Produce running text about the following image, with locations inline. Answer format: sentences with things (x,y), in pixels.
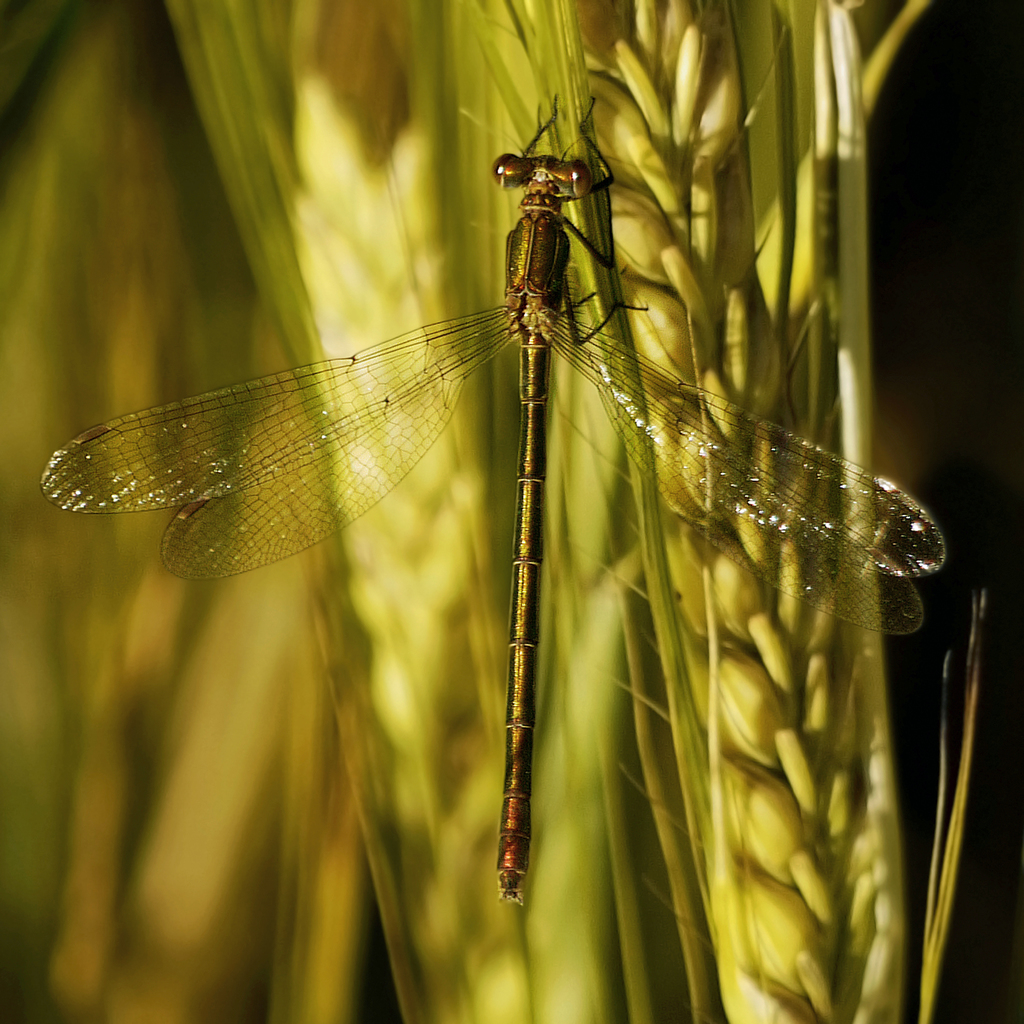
In the picture there is a dragon fly (296,392) to a crop (645,702) and the background of the fly (350,464) is blur.
